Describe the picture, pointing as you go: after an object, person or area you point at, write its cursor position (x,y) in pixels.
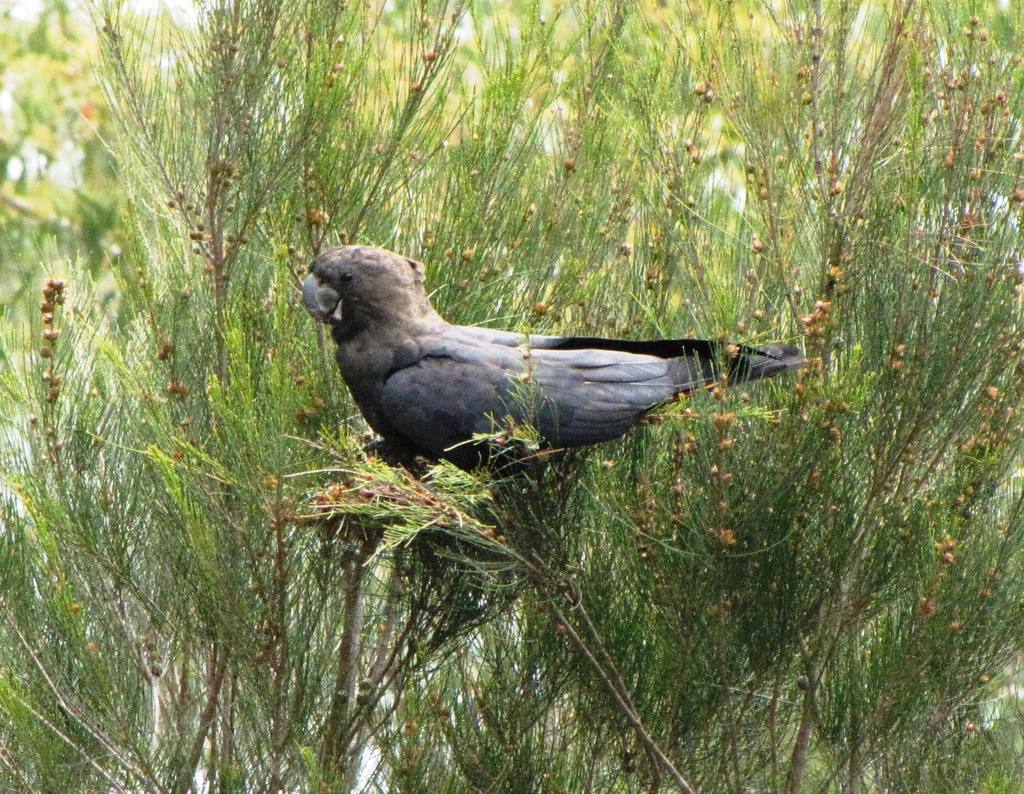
In the picture we can see a bird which is gray and black in color standing on the grass plants (386,527).
